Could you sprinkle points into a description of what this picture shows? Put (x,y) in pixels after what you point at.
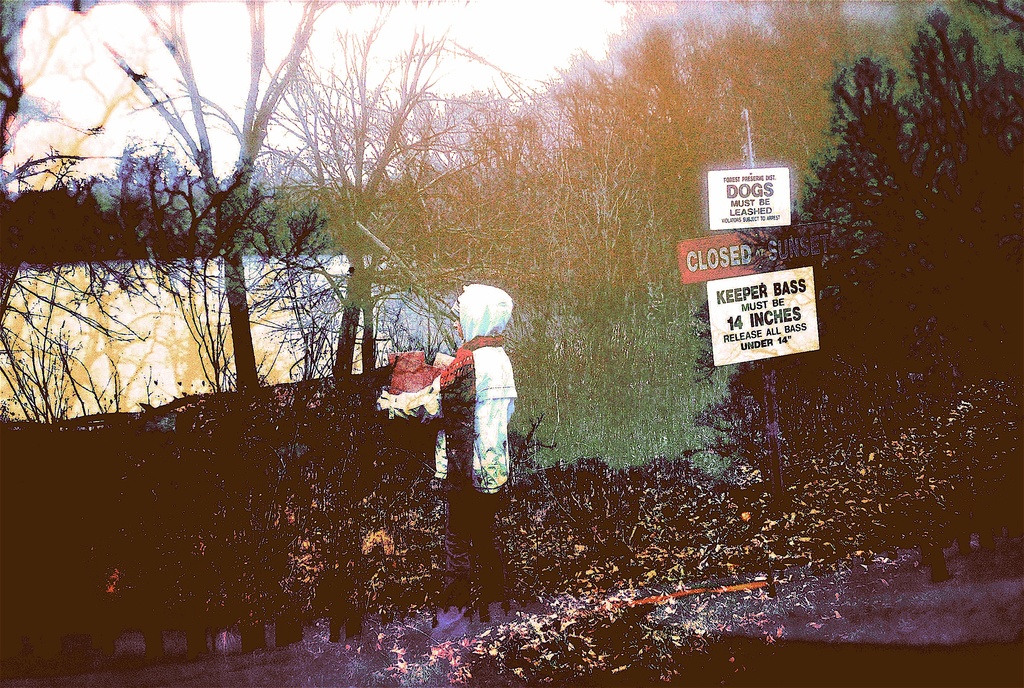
In this image I can see a person (465,428). On the right side (778,309), I can see some boards (738,259) with some text (731,292) written on it. In the background (395,248), I can see the trees (374,184).
